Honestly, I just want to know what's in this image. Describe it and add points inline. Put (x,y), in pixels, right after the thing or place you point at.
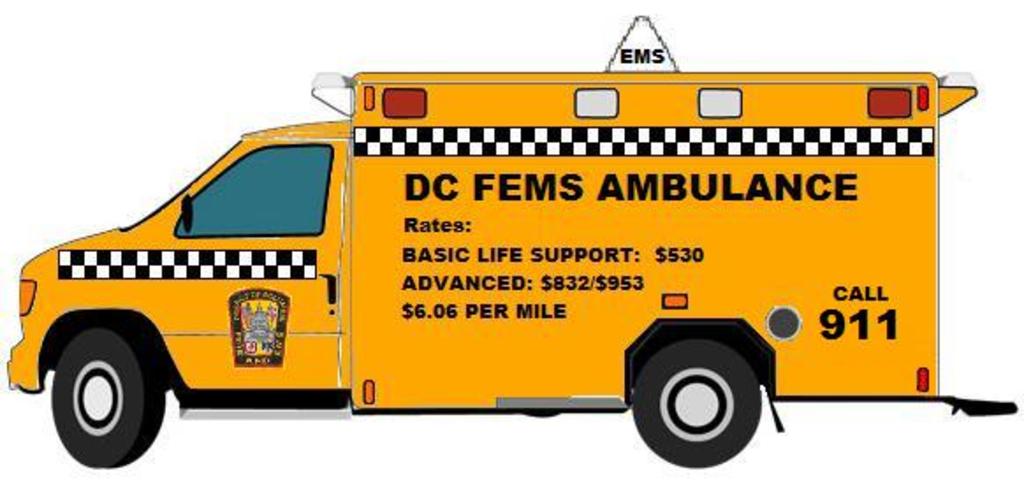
In this image, we can see a poster (688,272). Here we can see yellow color ambulance (625,273) with some text (424,287) and numerical numbers (892,321) on it.
